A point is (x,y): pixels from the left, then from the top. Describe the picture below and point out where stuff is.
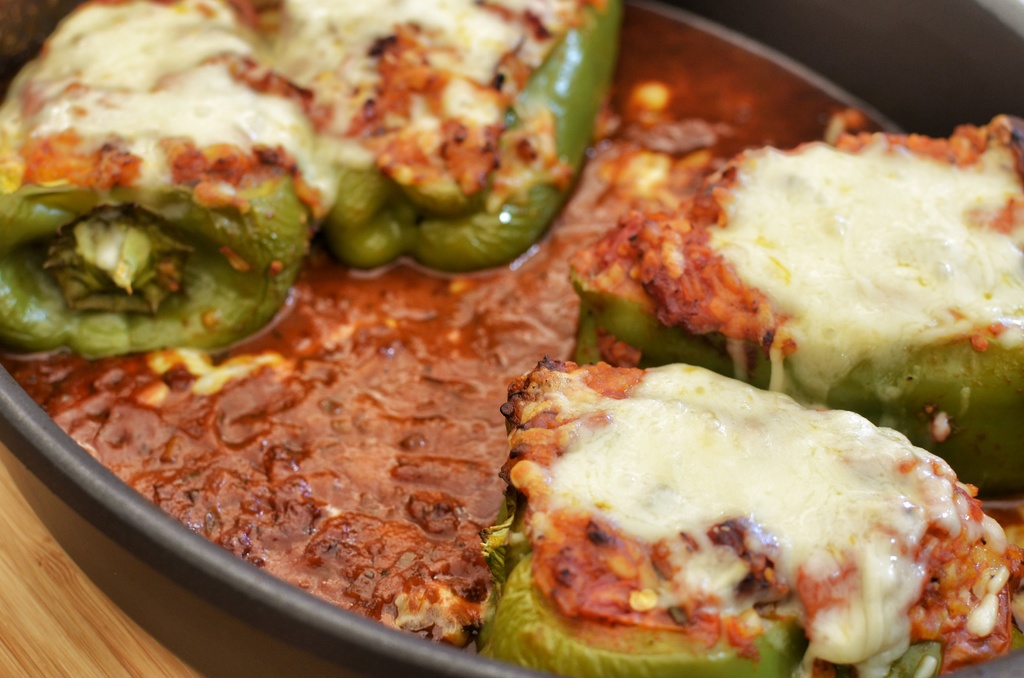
In the image we can see there is a food item (402,340) kept in a bowl (129,565) and the bowl (204,587) is kept on the table (95,608).
